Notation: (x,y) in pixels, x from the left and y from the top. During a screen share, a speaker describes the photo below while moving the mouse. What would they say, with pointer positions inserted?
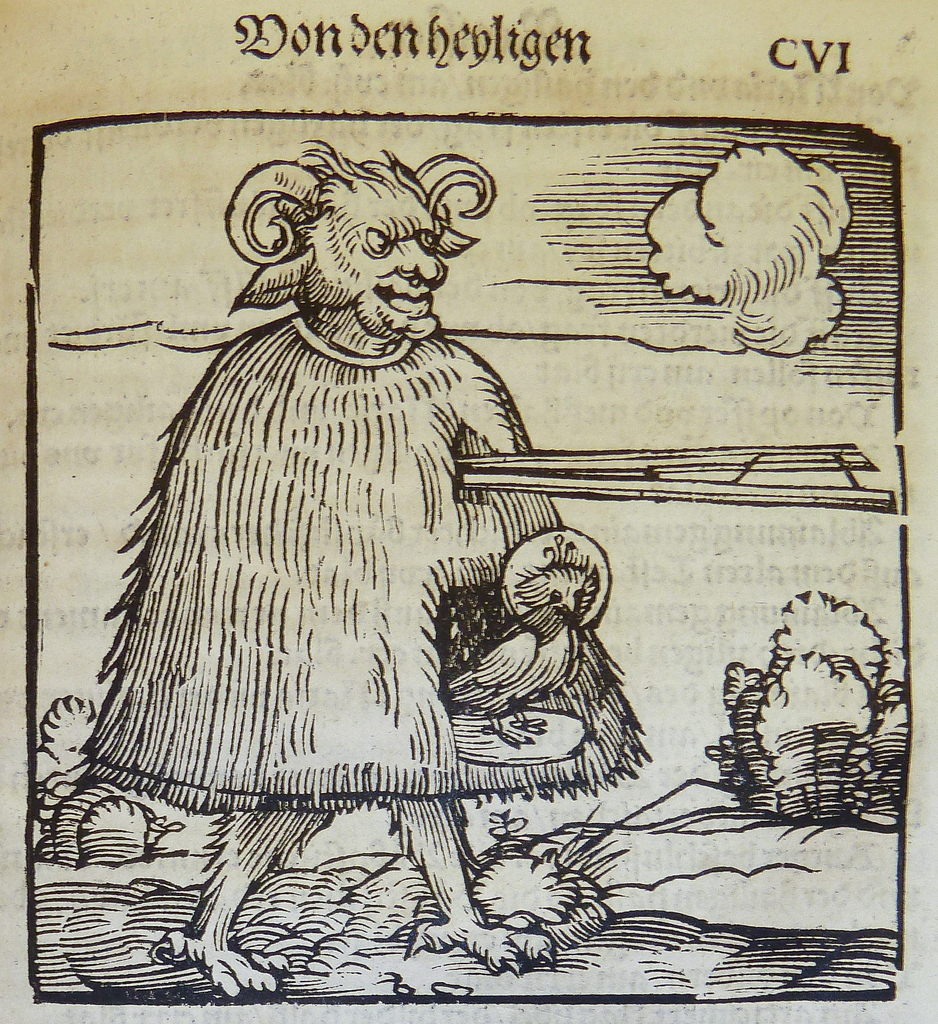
In this picture there is a print (304,617) of an animal (319,634), trees (798,707), words (522,58) on the paper (490,46).
